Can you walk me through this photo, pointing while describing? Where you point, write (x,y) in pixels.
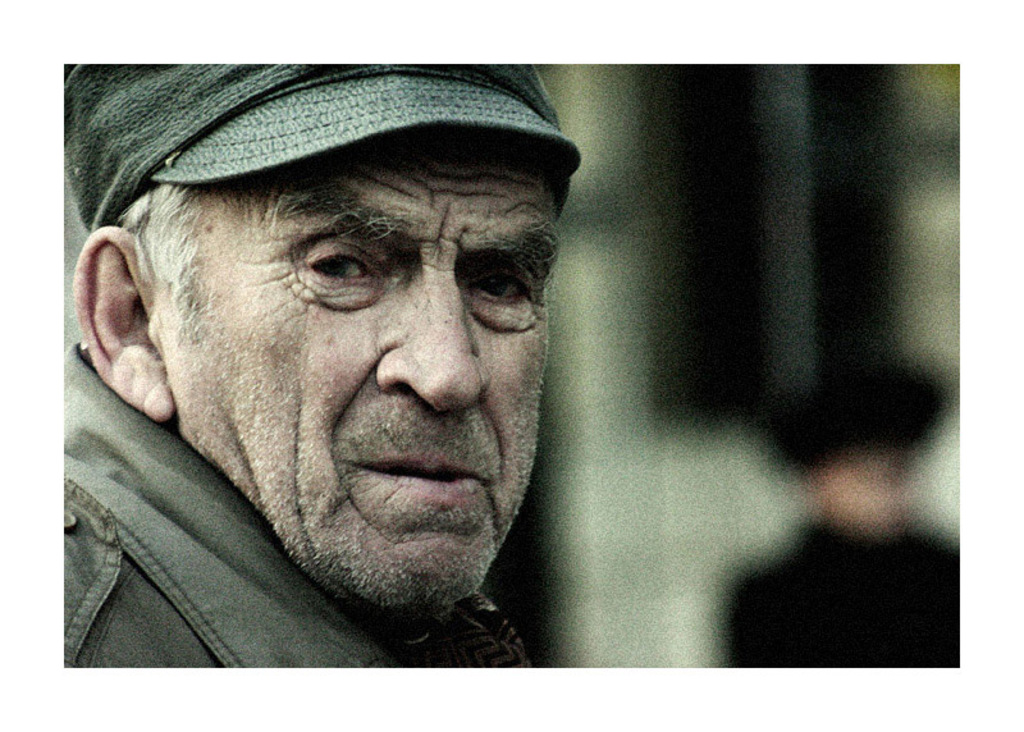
In this picture we can see a person (208,381) with a cap (188,143) and behind the man (279,408) there is a blurred background (830,375).
